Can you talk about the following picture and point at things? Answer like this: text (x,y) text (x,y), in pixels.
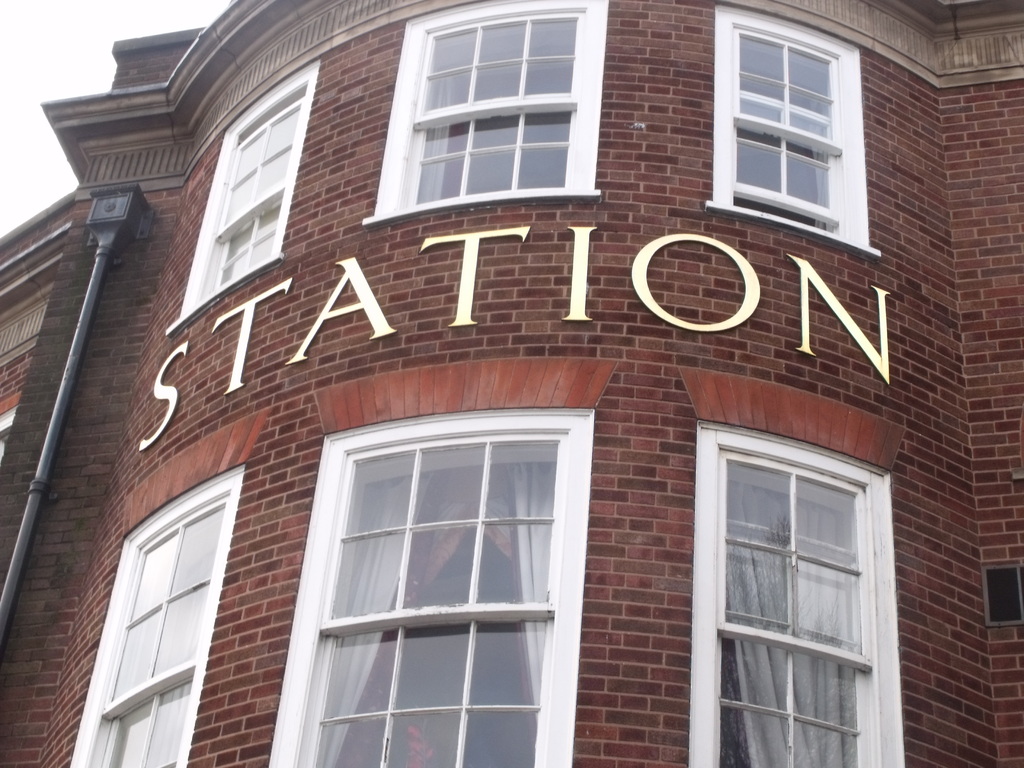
In this picture we can see a building (764,210), windows (570,666). Through the glass (543,649) we can see the curtains (773,680). On the brick wall (384,386) we can see the letters (885,372) and its "STATION".
